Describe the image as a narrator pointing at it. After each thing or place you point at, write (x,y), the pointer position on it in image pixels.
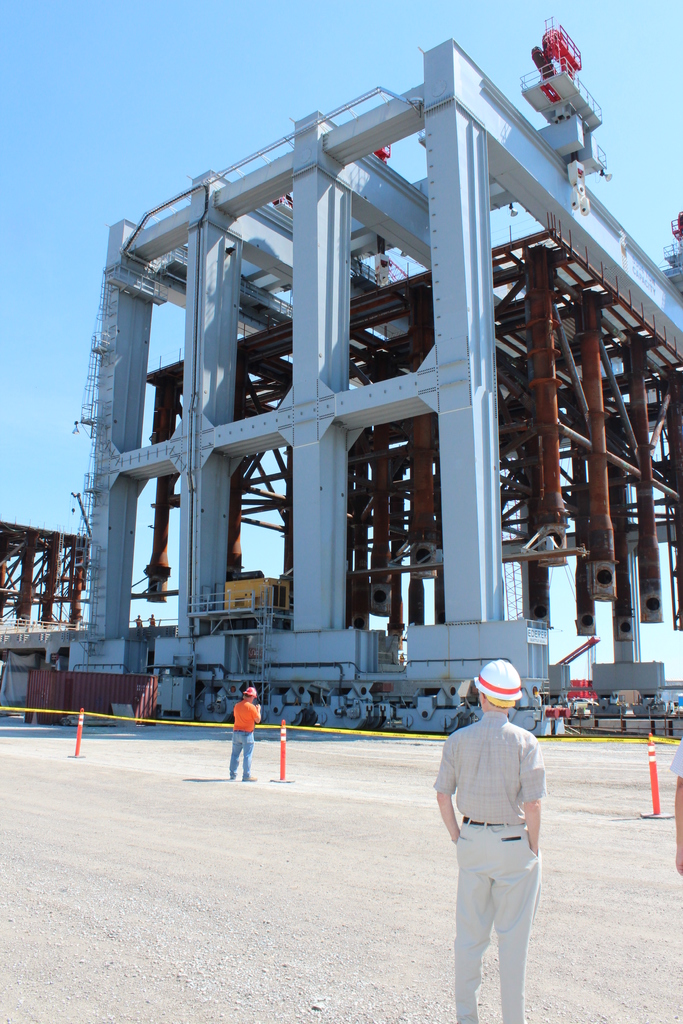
This image consists of some persons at the bottom (517,691). There is sky (46,128) at the top (134,66). In the middle (295,650) there is construction (651,528) going on.
